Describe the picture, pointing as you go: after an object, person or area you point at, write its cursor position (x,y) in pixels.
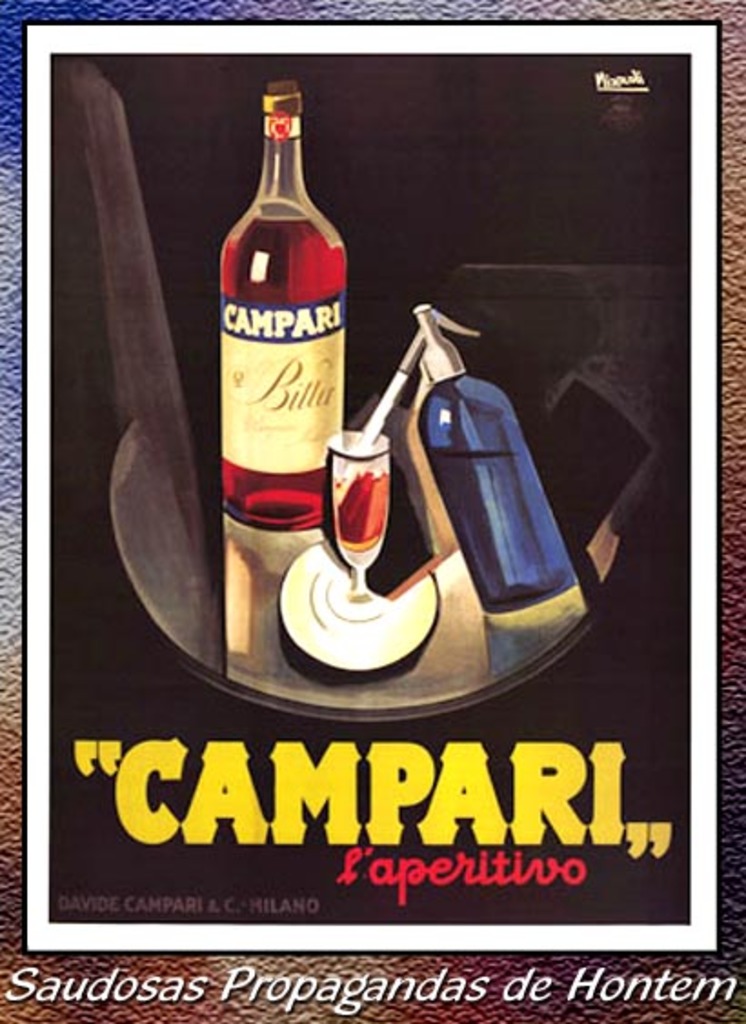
This is the picture of a poster (455,711) in which there are two bottles (570,587), glass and something written on it.
